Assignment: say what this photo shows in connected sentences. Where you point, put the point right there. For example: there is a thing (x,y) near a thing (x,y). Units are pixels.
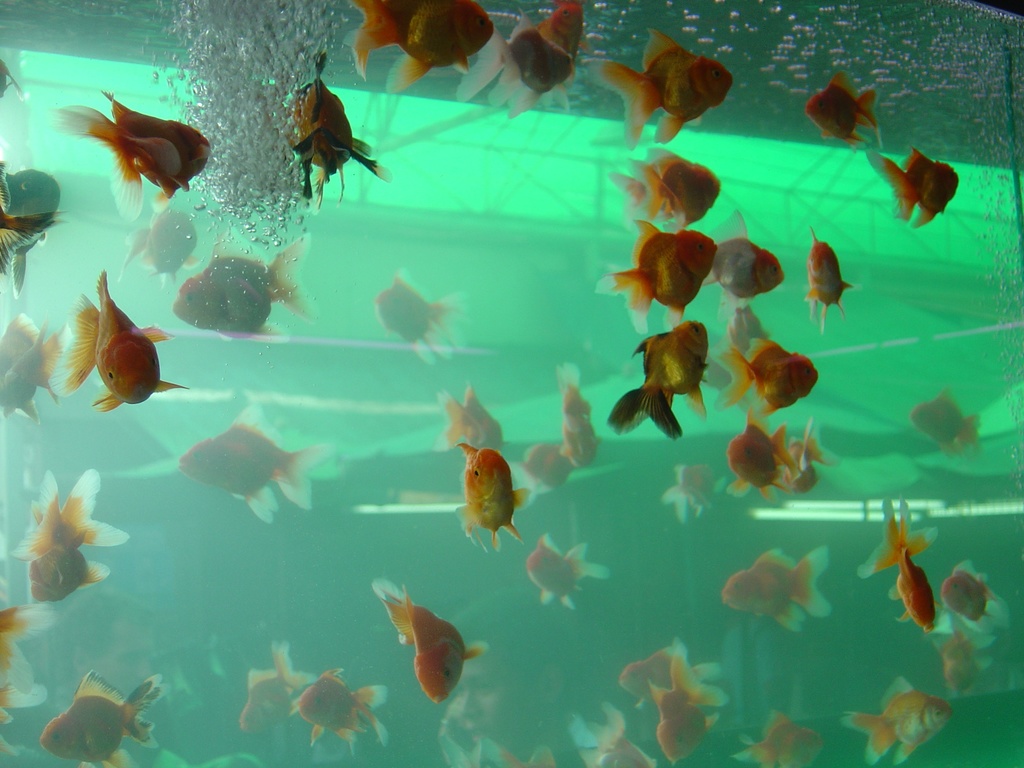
In this image there are some fishes (737,338) in the aquarium (610,266) as we can see in the middle of this image (458,325).
